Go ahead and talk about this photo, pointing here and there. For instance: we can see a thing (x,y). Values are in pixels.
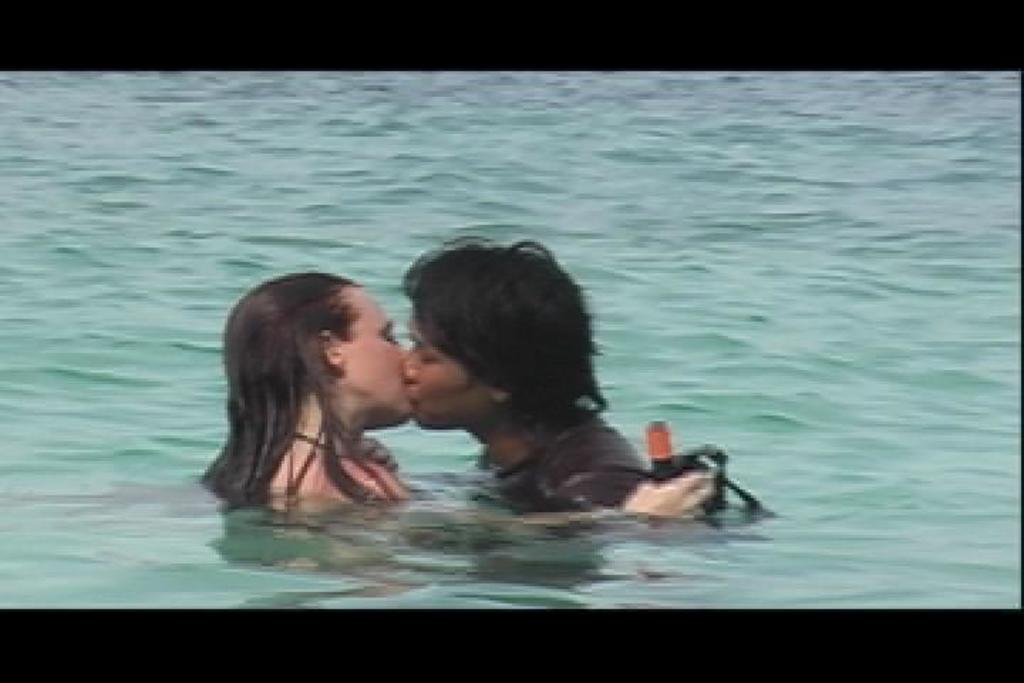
In this image I can see the water (91,409). In the water (106,452) there is a man (490,403) and a woman (299,412) are kissing. The woman (253,485) is holding a black color object (659,471) in the hand (661,507).
